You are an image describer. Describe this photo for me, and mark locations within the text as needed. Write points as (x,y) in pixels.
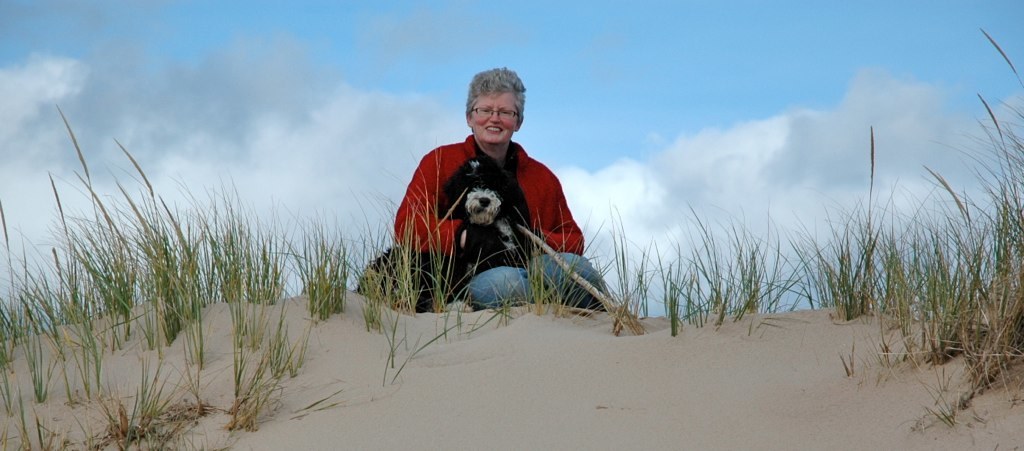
In the center of the image (518,156), we can see a person (534,193) wearing glasses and holding a dog (459,263). In the background (856,309), there is grass (613,262). At the top (433,98), there are clouds (705,168) in the sky (705,168) and at the bottom (384,397), there is sand (370,364).
